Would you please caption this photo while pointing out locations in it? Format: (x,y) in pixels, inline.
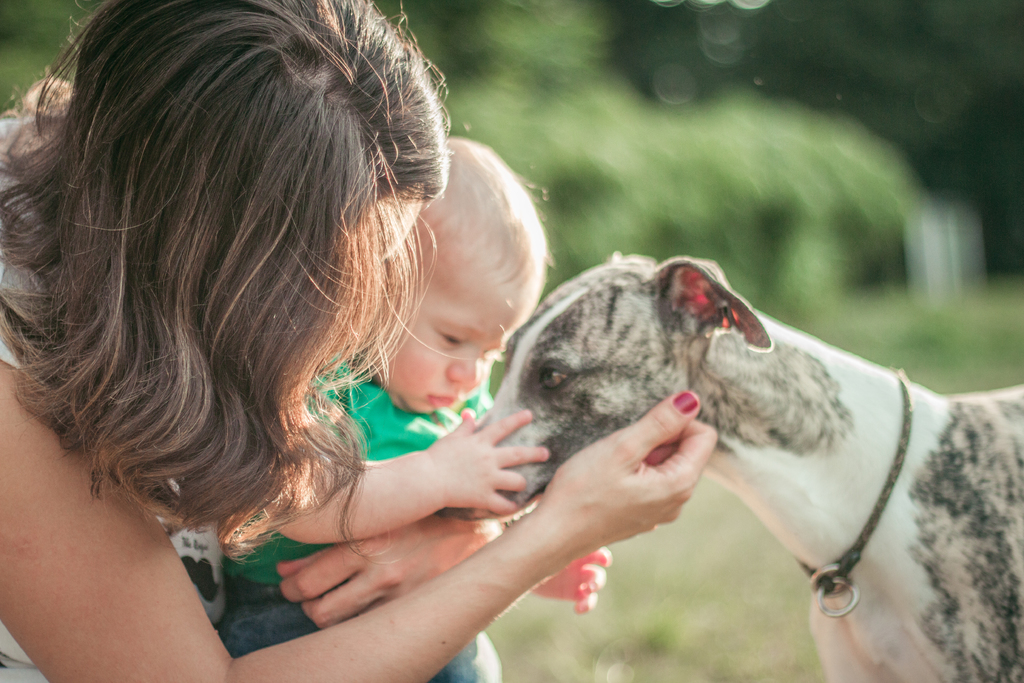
In this picture, we see woman (170,353), baby (452,380) and dog (825,655). Woman (136,566) in white T-shirt (199,545) is catching dog (587,366) in her hands (629,432) and she is carrying baby (379,427) in green t-shirt (388,434) in her hands (637,489) and behind them, we see trees (657,177). The dog (651,311) on the right corner of the picture (809,530), is in black and white color.
